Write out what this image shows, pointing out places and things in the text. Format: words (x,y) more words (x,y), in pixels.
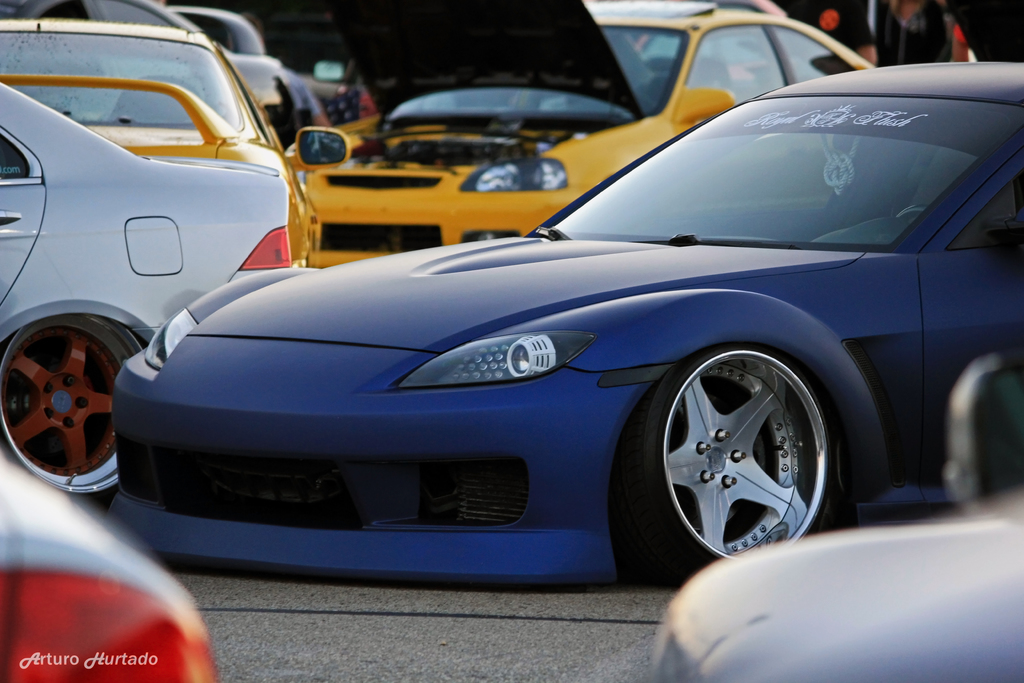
In this picture we can see a group of vehicles (706,305) on the ground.
